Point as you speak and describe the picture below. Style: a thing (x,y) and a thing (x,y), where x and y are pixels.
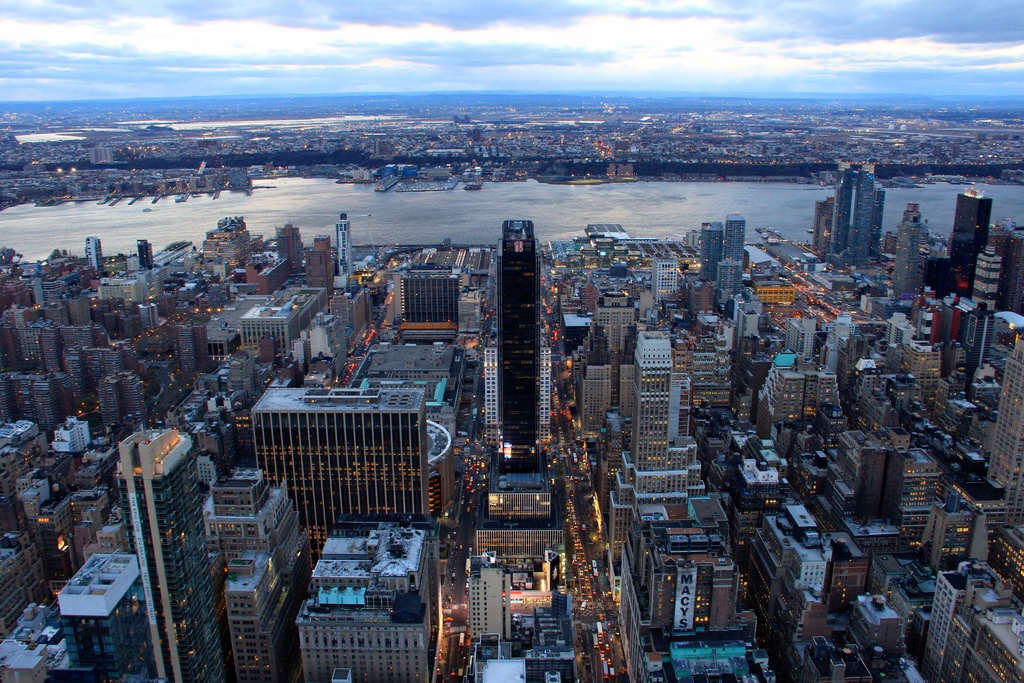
In this image I can see the top view of a seaside city (861,218) with the buildings (370,553), roads (448,562), vehicles (601,644) on both sides of the sea (91,226), At the top of the image (192,49) I can see the sky (225,66).
